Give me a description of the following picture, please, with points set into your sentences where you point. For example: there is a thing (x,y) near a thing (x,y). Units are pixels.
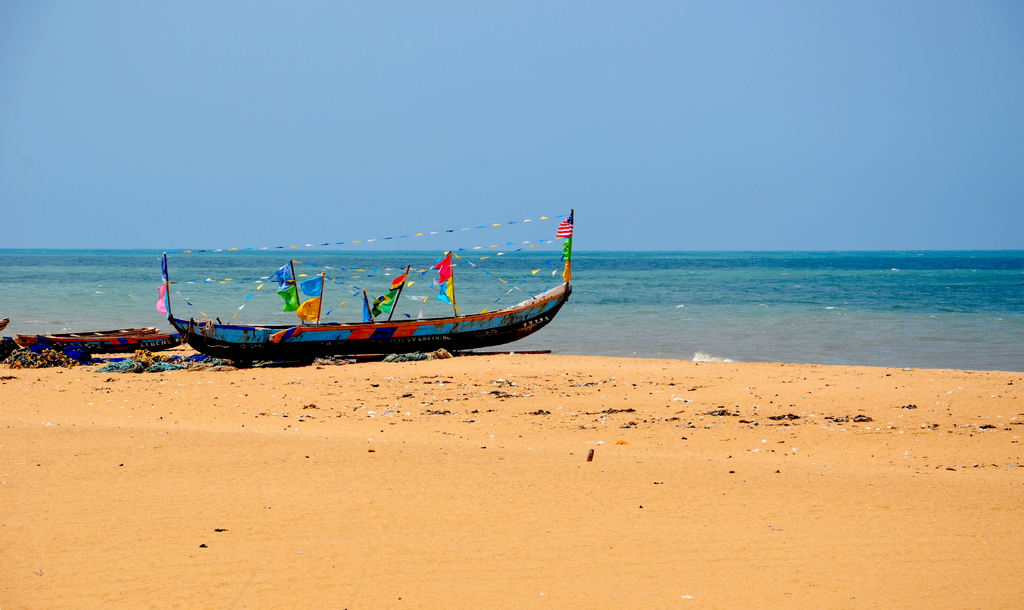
These are the boats (451,341) on the sand (403,402), this is sea (755,306). At the top (609,145) it's a sunny sky (439,176).
